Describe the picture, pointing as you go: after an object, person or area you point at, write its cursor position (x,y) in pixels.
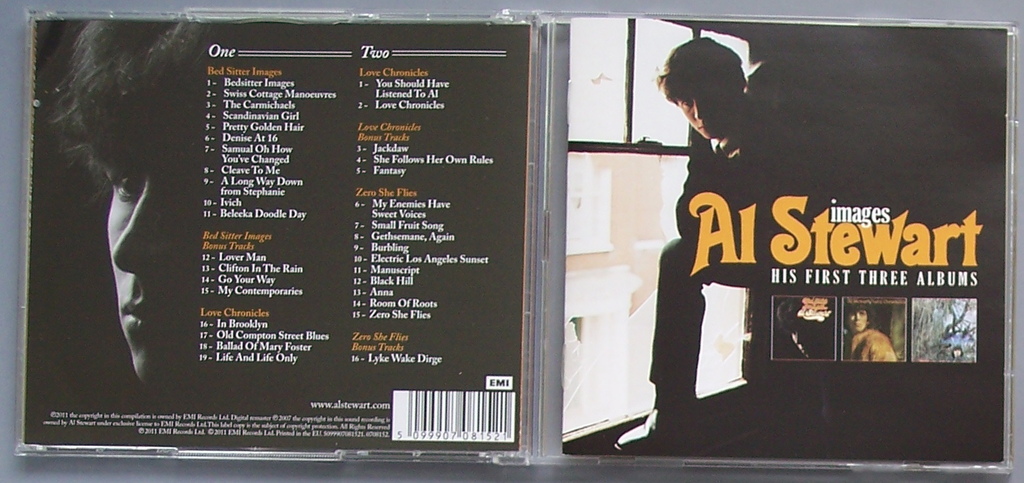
In this image I can see four persons (767,131), text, logo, trees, building (581,289) and window (612,224). This image looks like a CD case.
